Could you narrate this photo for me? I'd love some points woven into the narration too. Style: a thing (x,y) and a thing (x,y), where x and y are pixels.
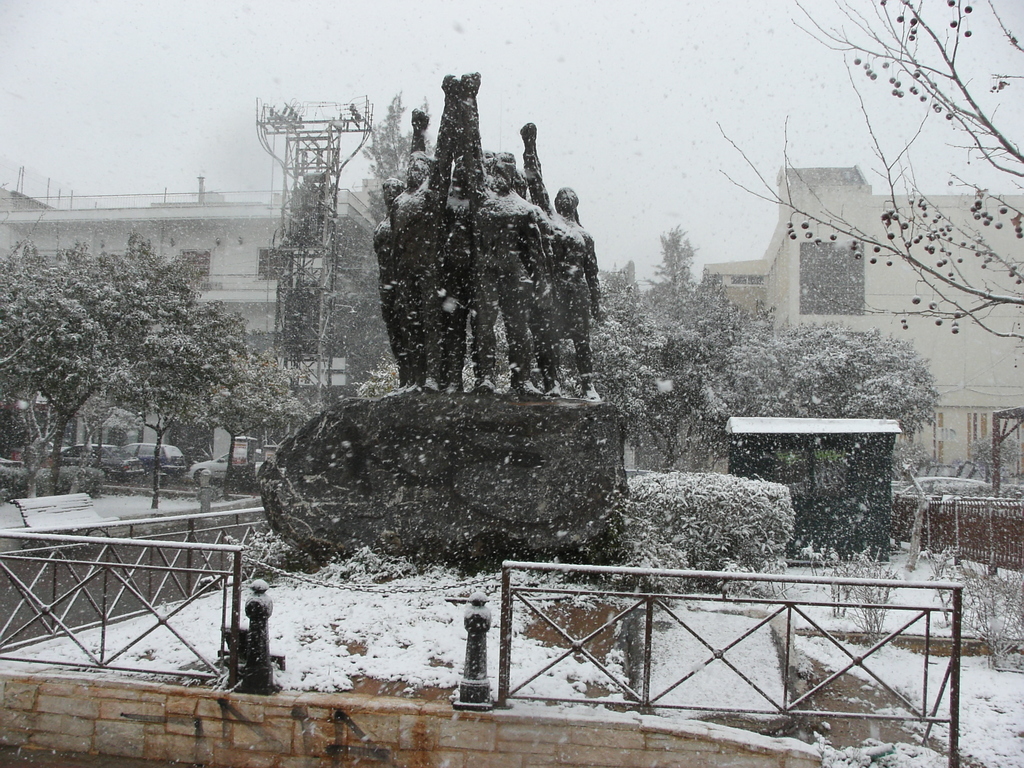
In the background (490,44) we can see the sky (128,29) and buildings (242,299). In this picture we can see the snow (694,608), trees (697,322), plants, railings (108,583), bench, statues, vehicles (132,469) and few objects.
